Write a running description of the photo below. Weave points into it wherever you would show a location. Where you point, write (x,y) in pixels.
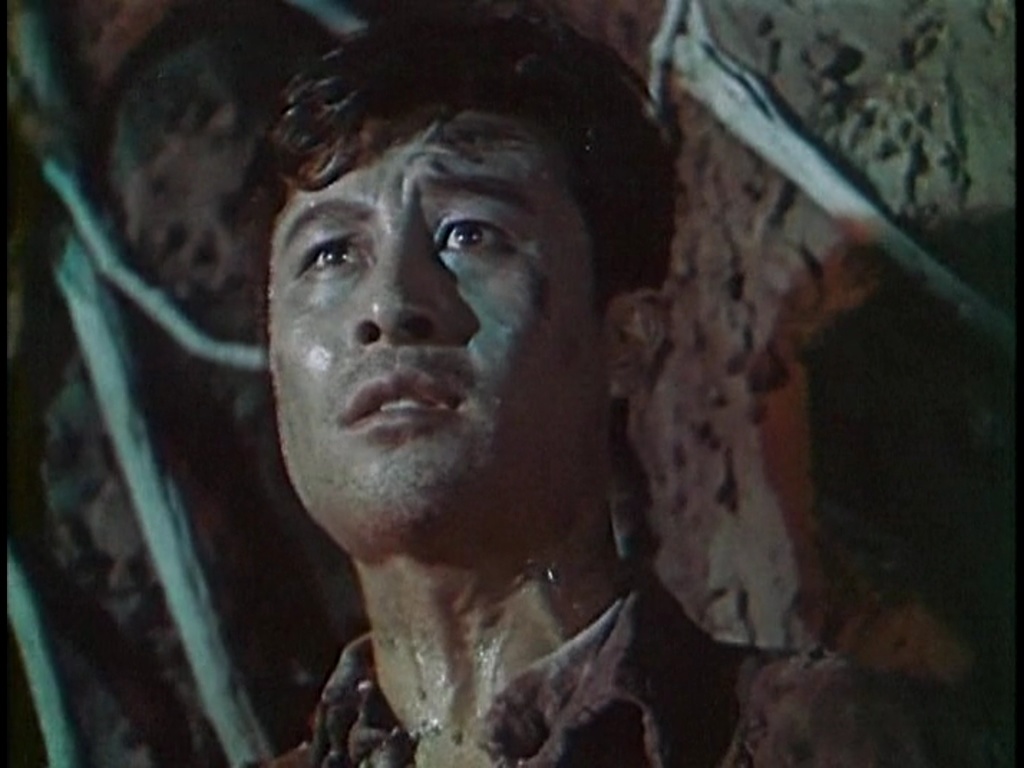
In this image there is one person (491,547) standing in middle of this image (350,374) and there is a wall (705,387) in the background (684,471).
